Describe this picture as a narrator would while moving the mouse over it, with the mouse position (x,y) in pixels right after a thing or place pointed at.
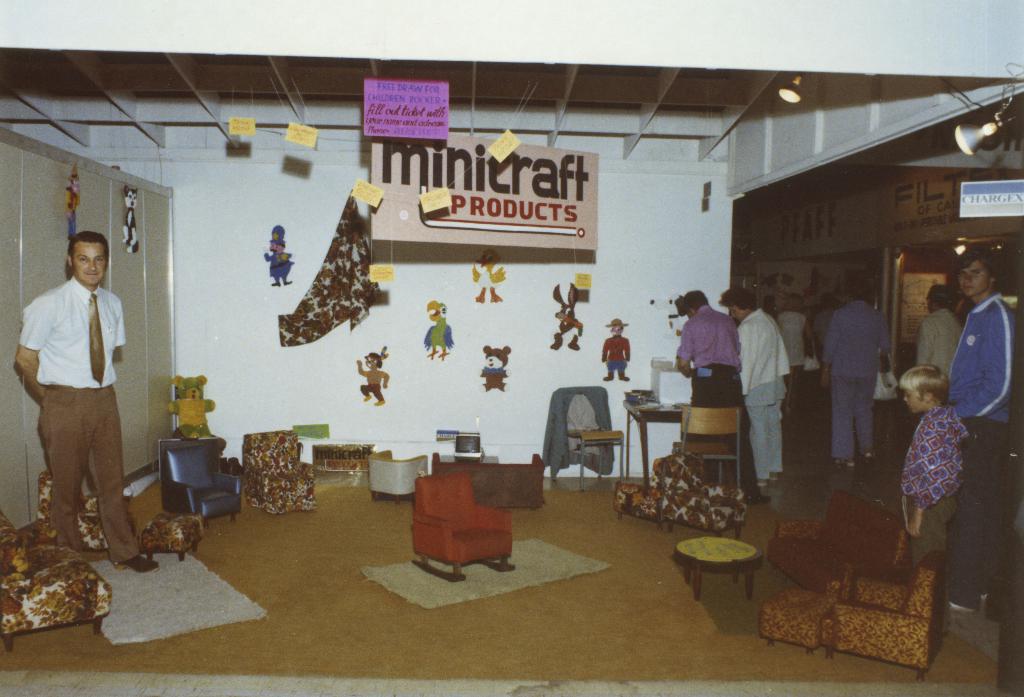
Group of people (93,322) standing we can see chairs (450,534), tables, sofa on the floor (430,628), on the table (657,408) there are objects (645,393). On the background (278,230) we can see wall (300,236), banners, papers (374,276), board (392,189), stickers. On the top (793,82) we can see lights (796,100).
